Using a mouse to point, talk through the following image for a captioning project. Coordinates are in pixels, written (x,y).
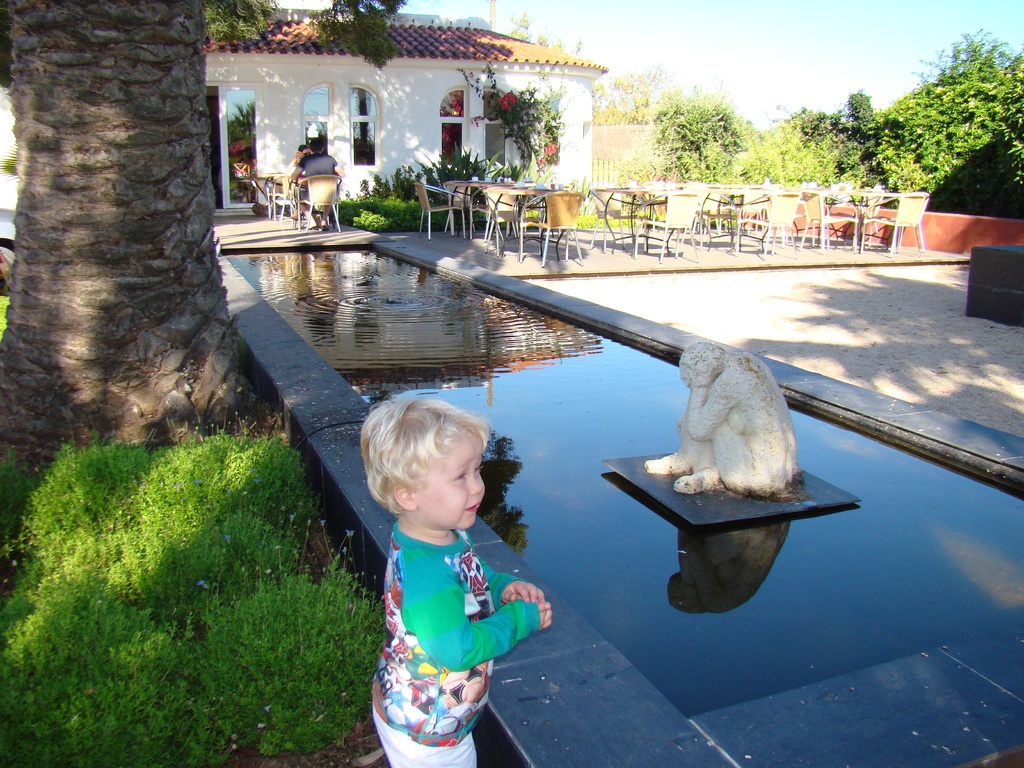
This image consists of a kid (457,659) wearing a green T-shirt (455,660). On the left (158,603), we can see green grass (117,611) and a tree (107,379). On the right (988,121), there are many trees (926,169). In the middle (542,372), we can see a statue (706,462) and the water (790,620). And there are many chairs (548,195) and tables (267,171). We can see two persons (300,179) sitting in the chairs (314,189). In the background (274,155), there is small house (368,155) along with windows (457,125) and a door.
